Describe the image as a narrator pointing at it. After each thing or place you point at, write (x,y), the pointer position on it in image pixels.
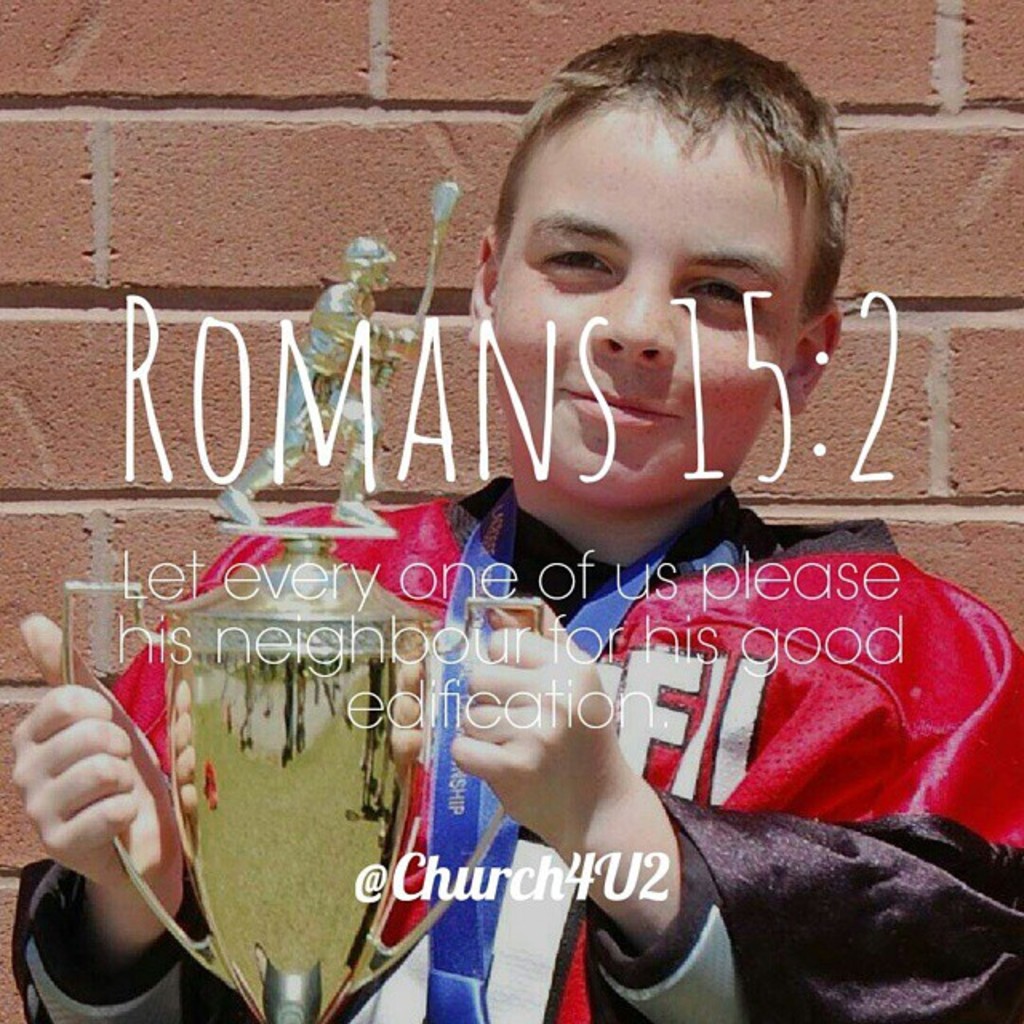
This picture shows a boy (646,527) standing and holding a memento (231,837) in his hand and we see a text (158,438) on the picture and a brick wall (148,176) on the back (911,217).
